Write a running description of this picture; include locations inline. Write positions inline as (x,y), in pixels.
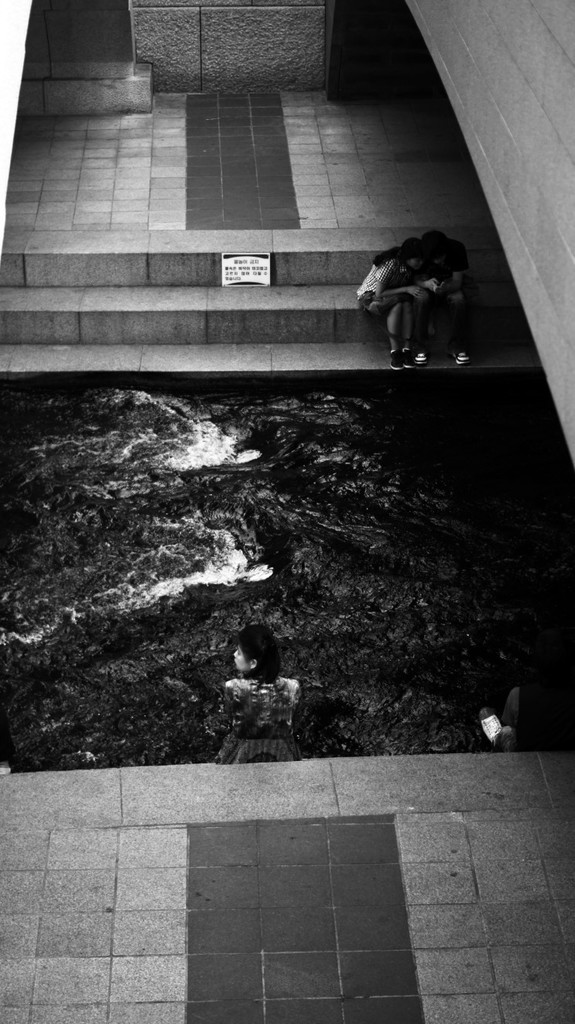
This is a black and white image. People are sitting by the water (295,579). 2 people (424,337) are sitting on the stairs (317,280). There is a wall (549,239) at the right (504,232).
